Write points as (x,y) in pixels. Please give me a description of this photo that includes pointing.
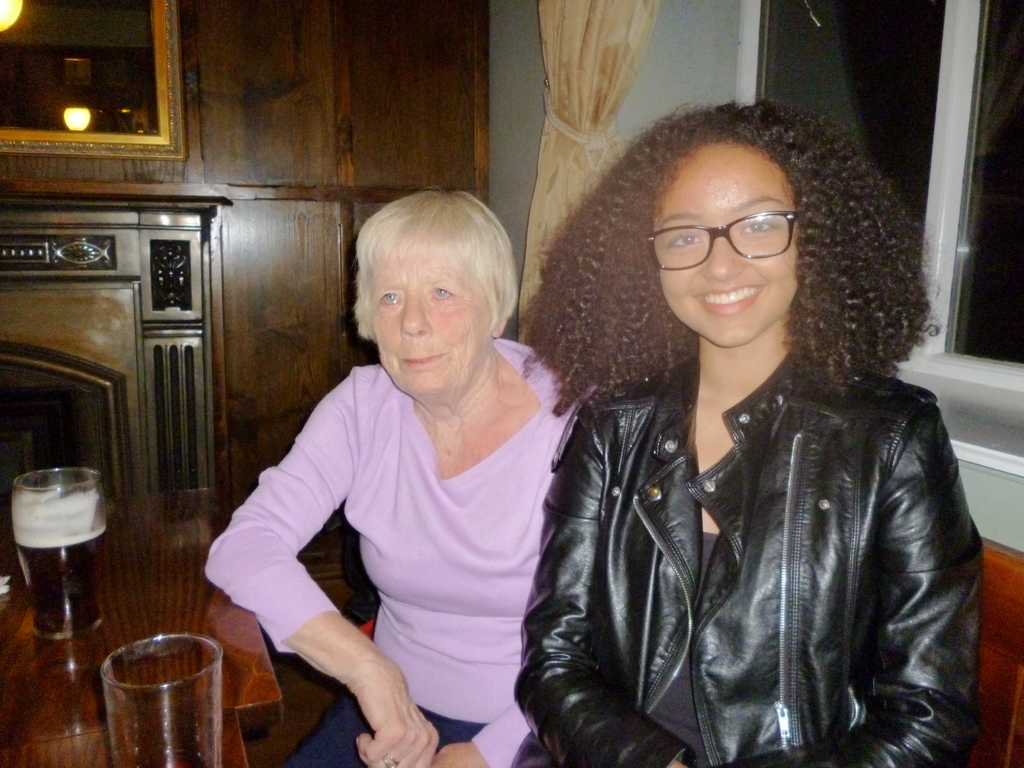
In the image there is a woman (655,584) in black jacket (675,510) and curly hairs (825,269) sitting and smiling on the right side (793,654) and beside her there is an old woman (485,453) with blond hair (396,232) sitting in front of table (206,611) with beer glass (79,501) on it, behind them there is cupboard (250,166) on the left side (166,296) and window (845,62) on the wall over the right side (837,36).
